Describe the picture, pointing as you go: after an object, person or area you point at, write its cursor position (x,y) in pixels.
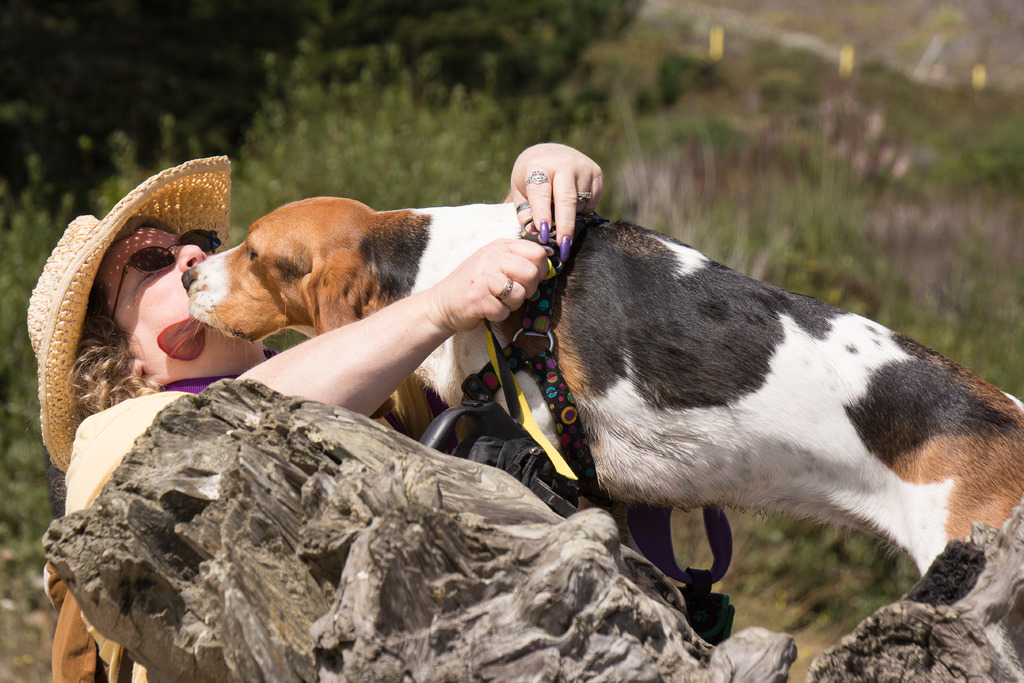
In this image we can see dog (781,399) on the tree (683,635). On the left side of the image (170,279) we can see women (150,277) wearing hat (126,228) and spectacles (148,256). In the background (26,90) we can see plants (541,116) and trees (506,79).
